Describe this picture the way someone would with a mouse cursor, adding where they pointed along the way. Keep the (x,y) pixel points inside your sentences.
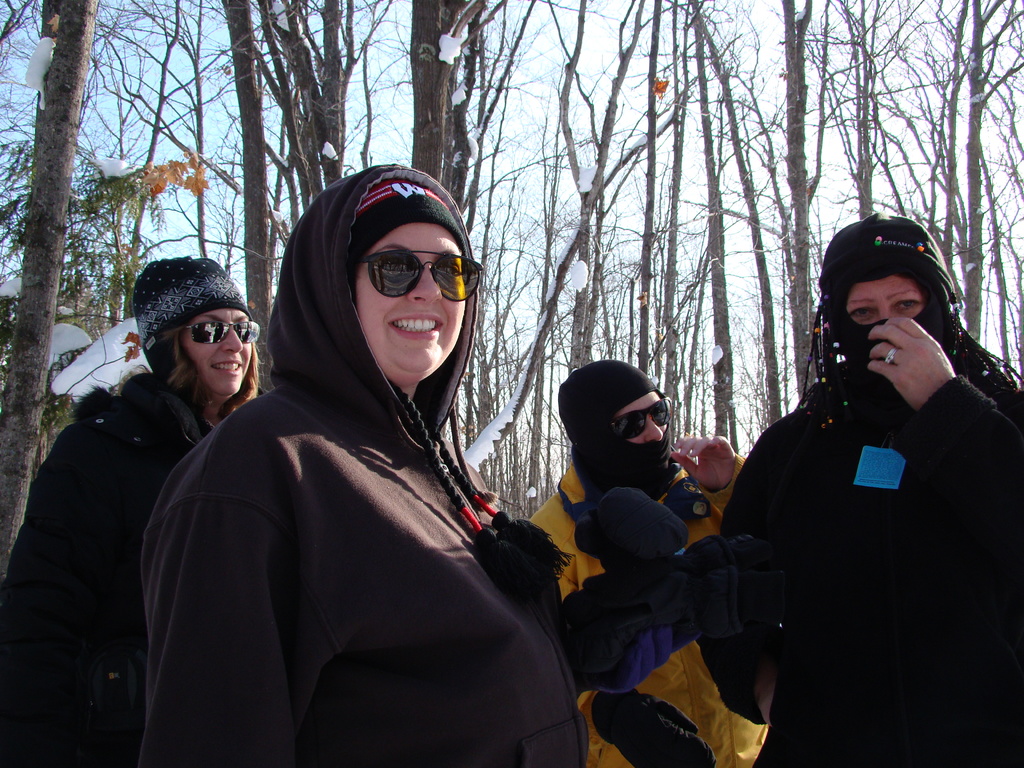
In the picture I can see people (432,527) are standing. These people (425,599) are wearing jackets (377,608), caps (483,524) and some other objects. In the background (565,182) I can see trees (597,185) and the sky (724,1).
